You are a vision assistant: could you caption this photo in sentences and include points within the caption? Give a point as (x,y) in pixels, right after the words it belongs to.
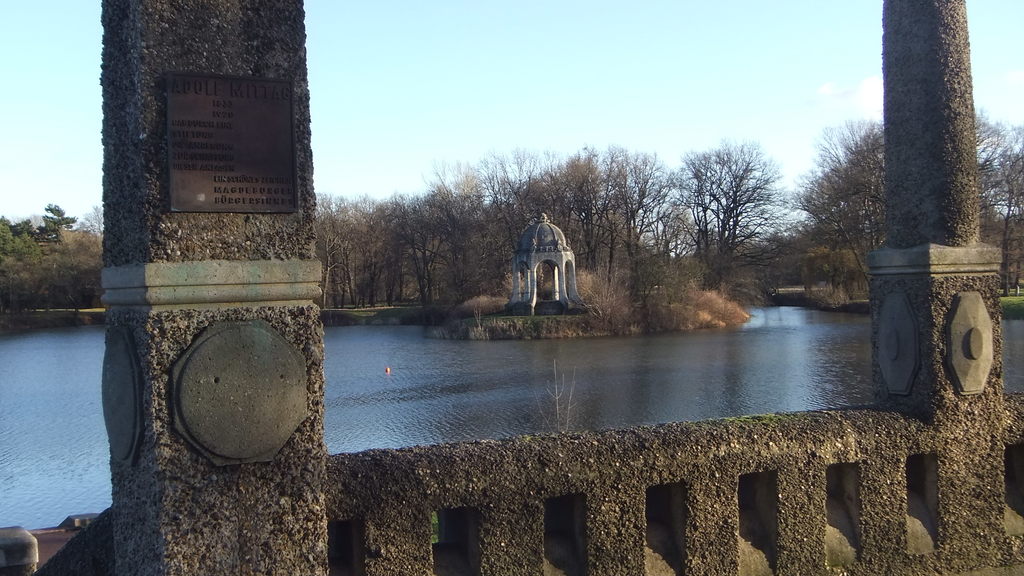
In this picture there are two pillars (141,156) on the right (893,115) and left side of the image (302,308) and there is water (476,339) in the center of the image (673,375) and there are trees (470,169) in the background area of the image (585,180).
